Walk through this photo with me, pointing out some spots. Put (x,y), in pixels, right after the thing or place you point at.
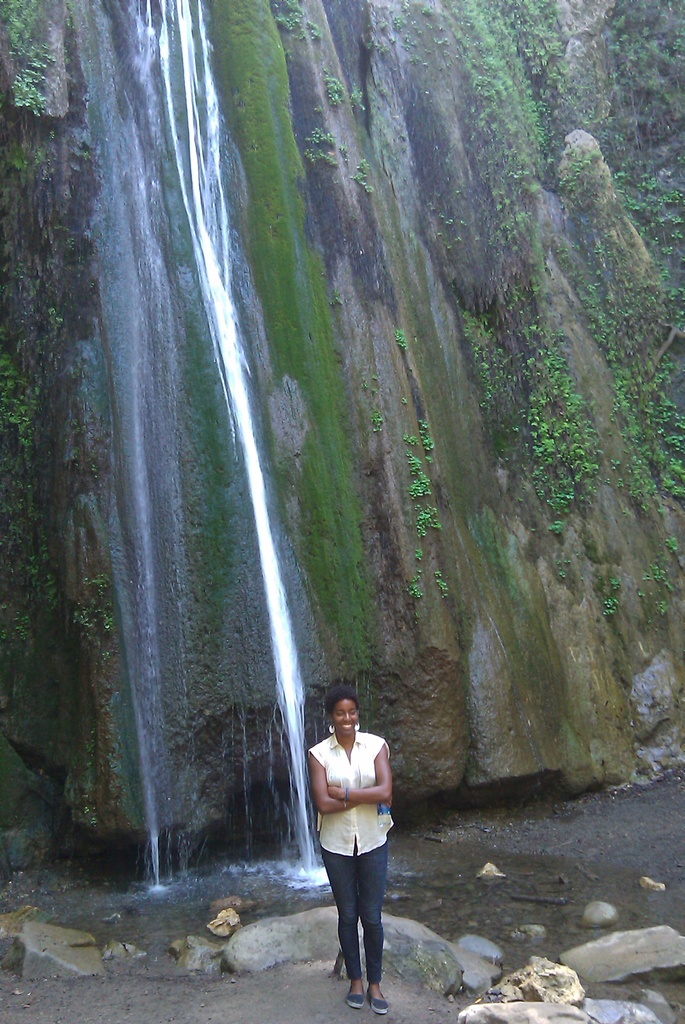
In this image there is a woman (351,831) standing on floor (159,1002), behind the woman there are some stones (435,956), water (398,859) visible, in the middle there is a water fall (224,240), and the hill (532,220) on which there are creepers (667,359), moss (523,182) visible.
